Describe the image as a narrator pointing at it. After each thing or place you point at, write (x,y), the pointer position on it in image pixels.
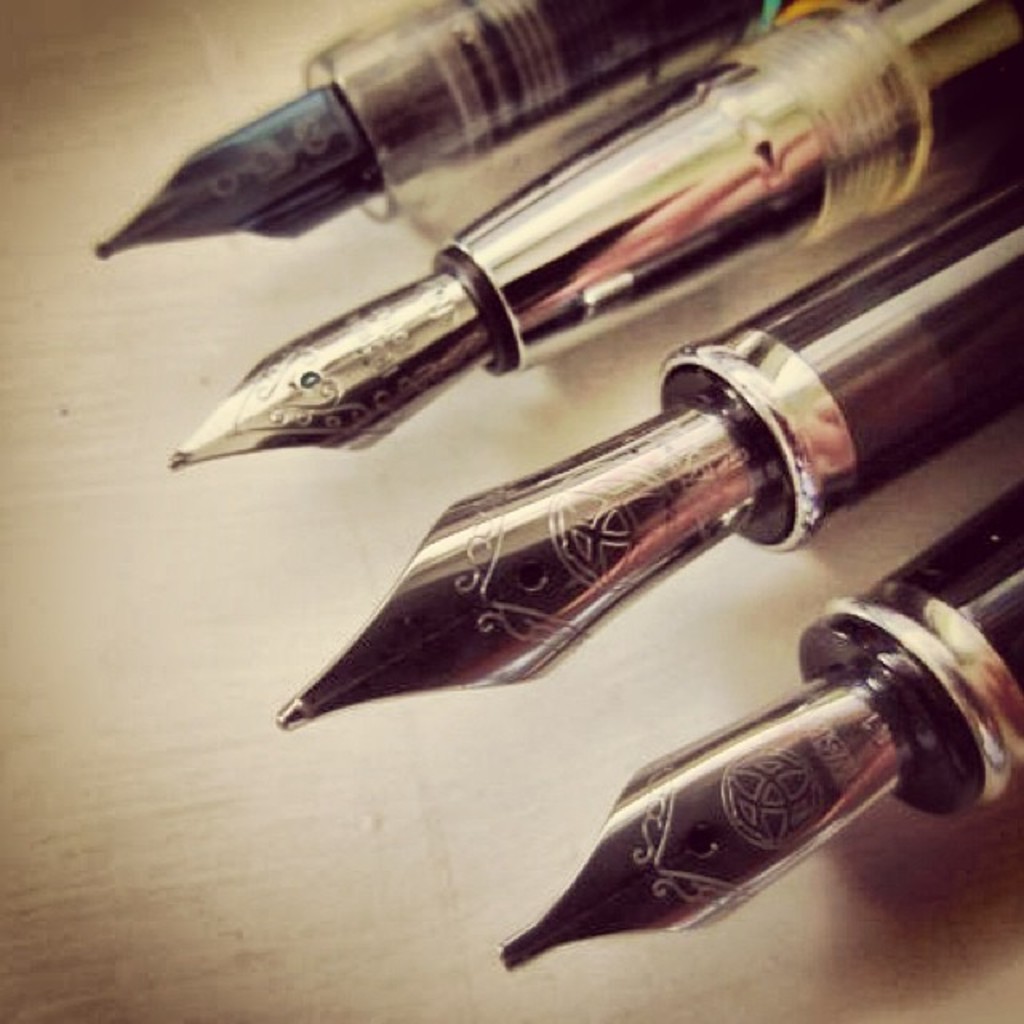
In this picture we can see few pens (637,428).
